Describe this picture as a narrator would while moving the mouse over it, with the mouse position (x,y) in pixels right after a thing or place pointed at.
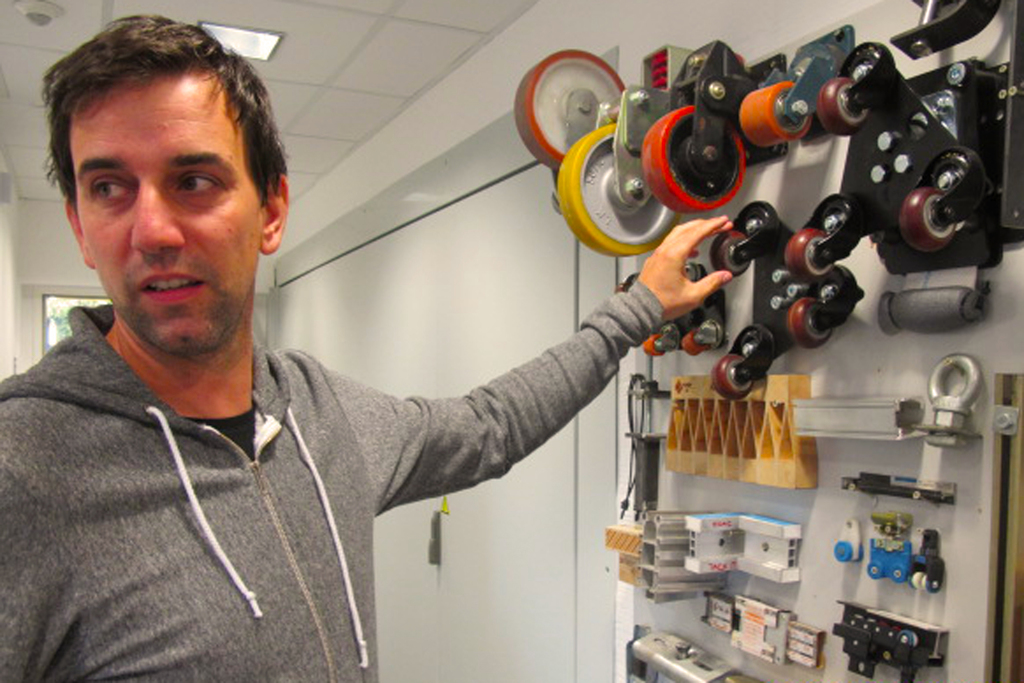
The man (251,361) on the left side (204,465) wearing a grey jacket (196,492) is trying to touch the tools (673,321). On the right side (742,619), we see machine tools (704,190). Behind that, we see a white wall (581,1) and beside that, we see a cupboard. Behind the man (75,349), we see a window (54,312). At the top of the picture (309,151), we see the ceiling (338,95) of the room (329,114).
